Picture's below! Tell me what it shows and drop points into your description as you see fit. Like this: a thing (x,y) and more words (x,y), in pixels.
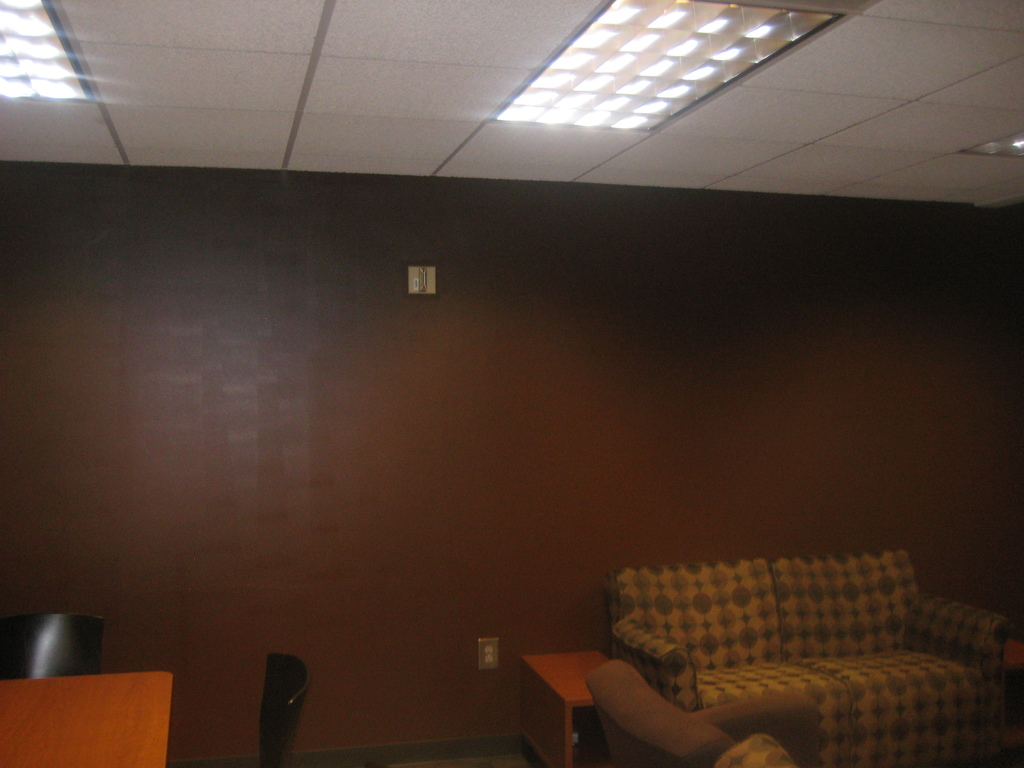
This is an image clicked inside the room (580,560). On the right side (803,667) there is a couch (758,680) and a small table (578,675). On the top (626,68) I can see the lights (640,73). In the background (545,383) there is a wall (319,402) painted with a brown color. On the left side (115,700) there is a table (100,701) and two chairs (91,656) are placed beside the table (8,750).
